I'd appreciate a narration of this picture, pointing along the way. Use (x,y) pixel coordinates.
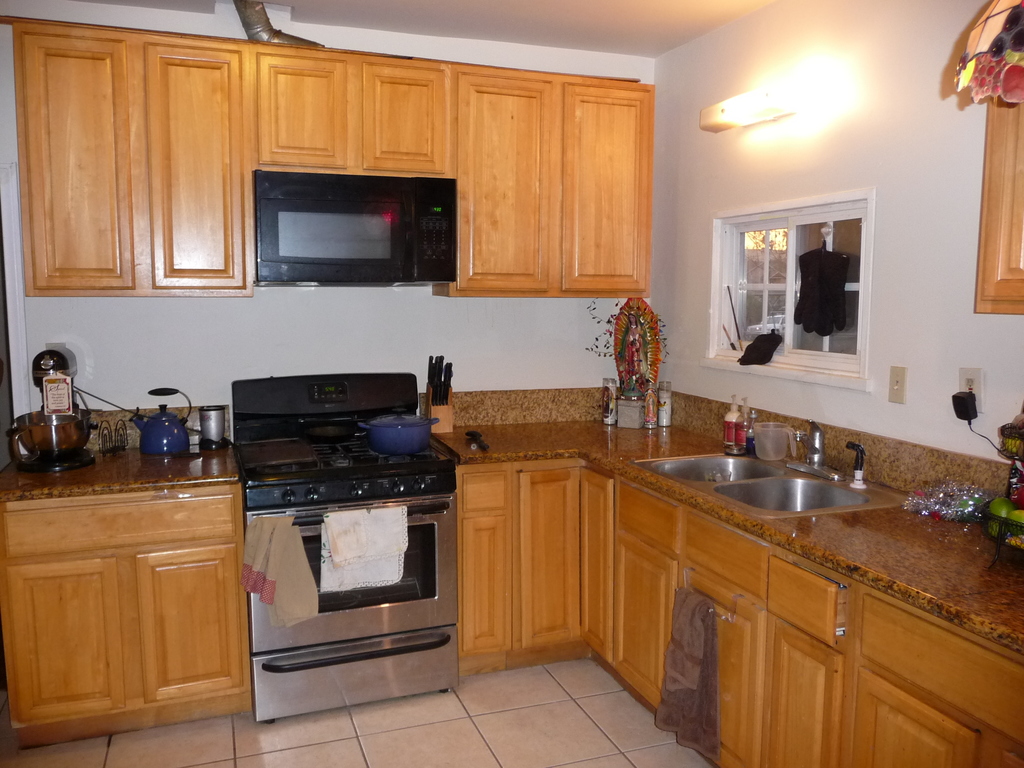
This is an inside picture of the room (477,527), we can see, cupboards (627,642), sinks (692,484), stove (270,489), bottles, sculptures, napkins (376,540) and some other objects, also we can see the wall (688,318) with a window (855,319), cupboards (748,657), switchboard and light (796,107).
